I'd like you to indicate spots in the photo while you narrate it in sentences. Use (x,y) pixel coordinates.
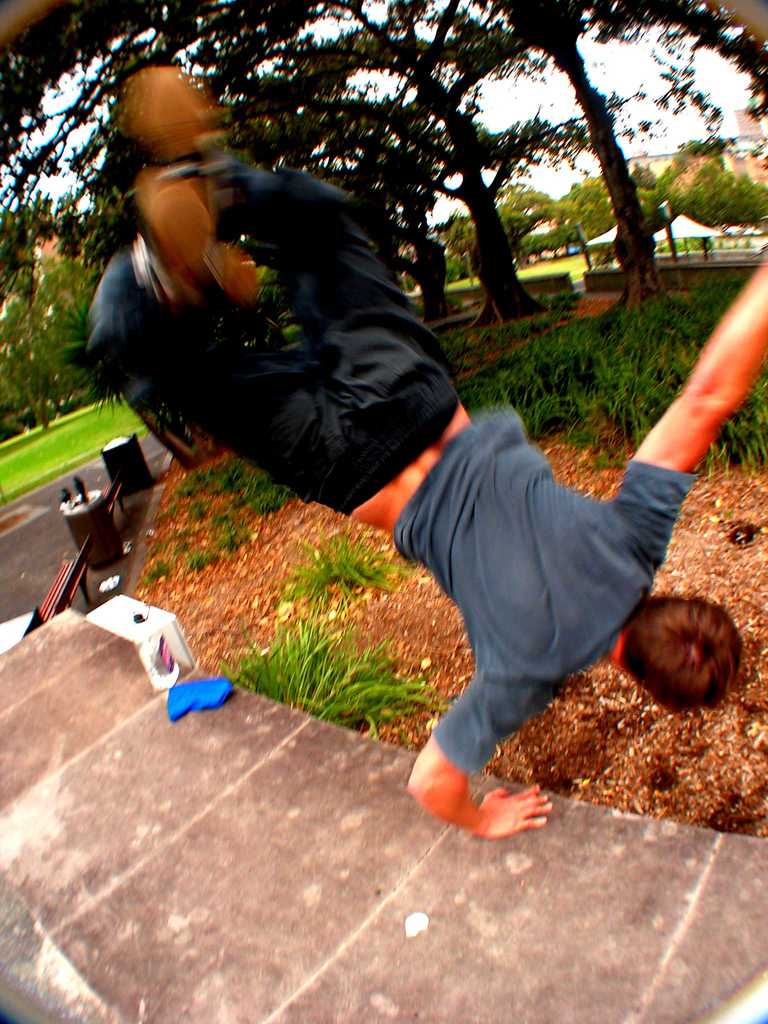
In the middle of the image (501,681) a man (214,270) is doing something. Behind him there is grass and trees (716,38) and tents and buildings (706,160).
